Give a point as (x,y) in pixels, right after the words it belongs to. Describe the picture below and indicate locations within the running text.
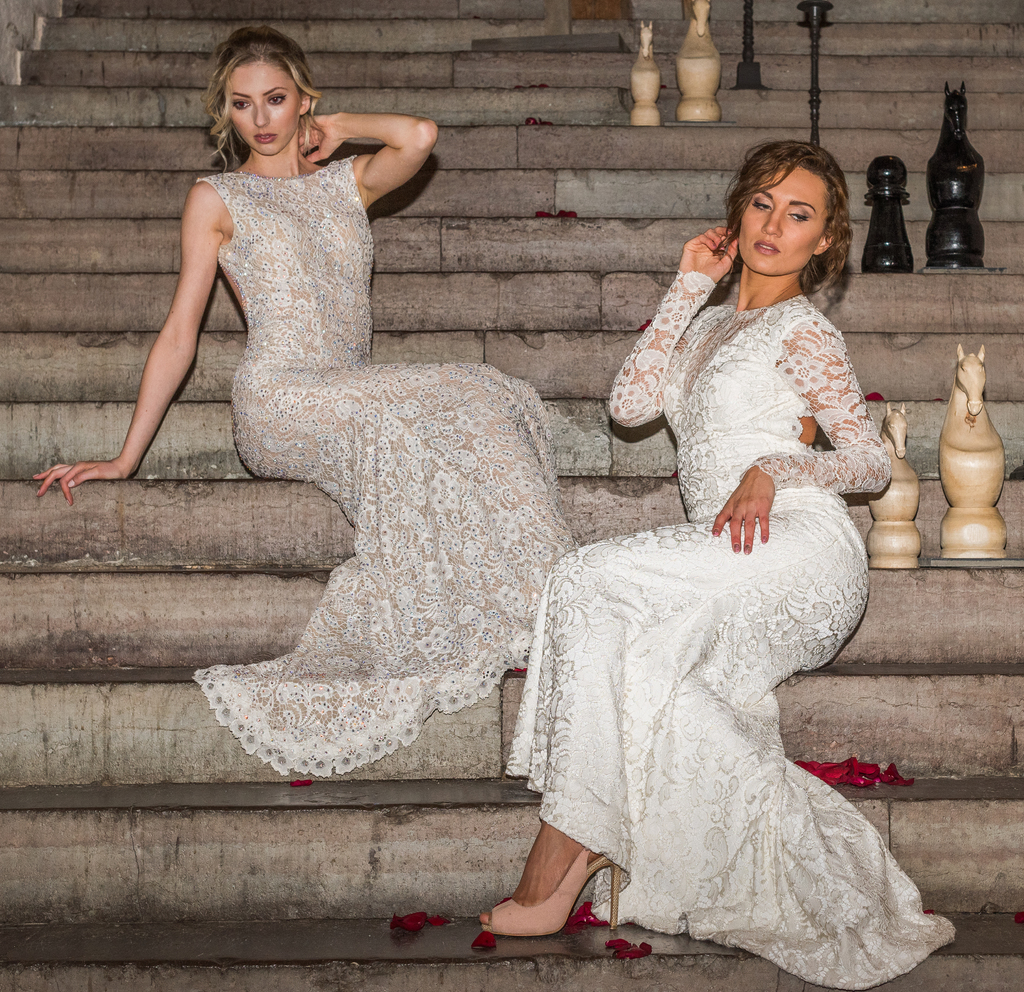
This image is taken outdoors. In the background (203,403) there are many stairs (164,538) and there are a few chess coins (897,208) on the stairs (923,415). In the middle of the image (451,599) two women (497,591) are sitting on the stairs (468,928). They have worn white frocks (605,576).
